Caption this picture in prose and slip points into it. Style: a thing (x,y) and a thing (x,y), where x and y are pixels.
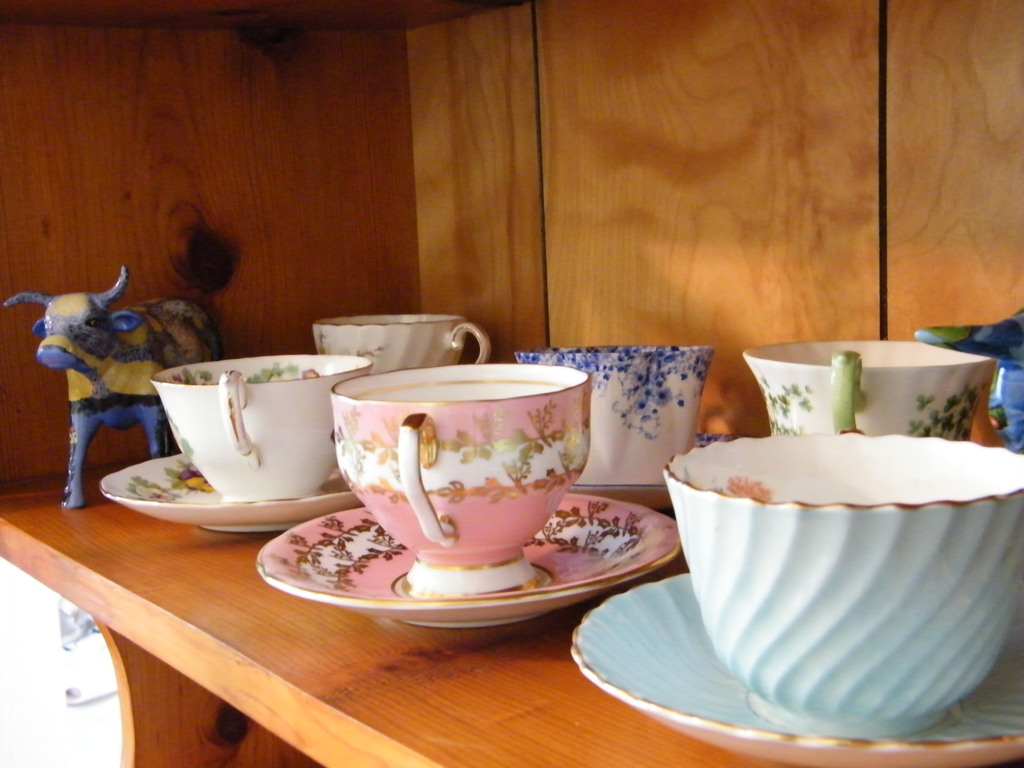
In the picture there are coffee cups (493,525) and saucers (471,610) on a wooden plank (377,675), beside that there is a buffalo (82,371) made of ceramic (79,360).
